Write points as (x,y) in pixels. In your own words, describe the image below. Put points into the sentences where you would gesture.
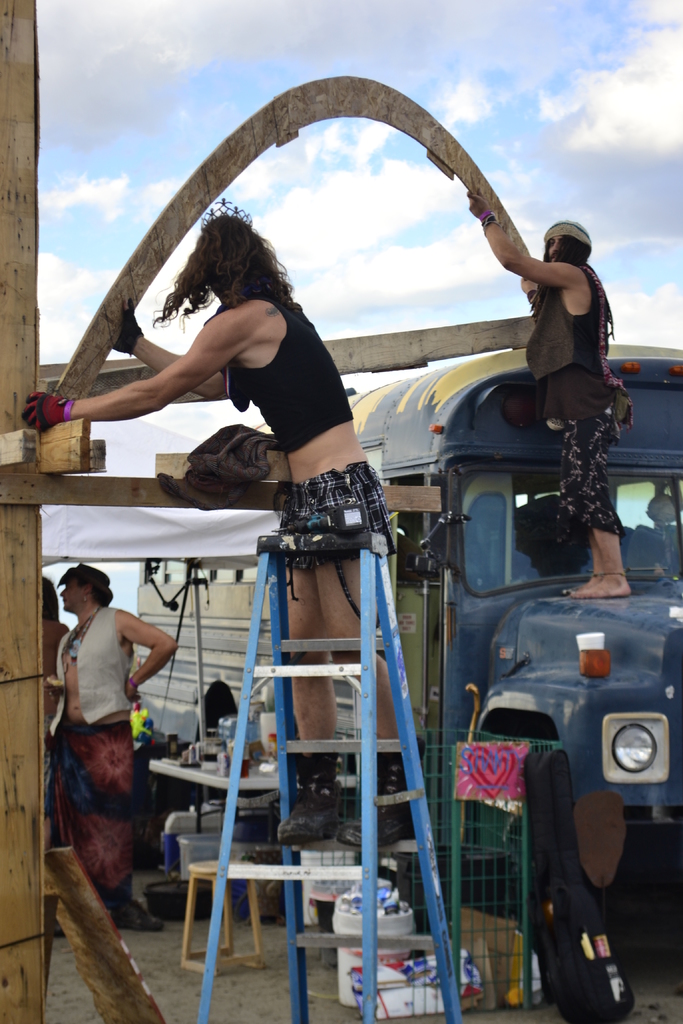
In the picture I can see a person (336,581) standing on a ladder (356,641) and holding a wooden object (101,336) in his hands (55,417) and there is another person (592,343) standing on a blue vehicle (555,476) and holding a wooden object (448,134) in the right corner (591,412) and there are two persons (109,675) and some other objects (170,622) in the left corner (133,656).
